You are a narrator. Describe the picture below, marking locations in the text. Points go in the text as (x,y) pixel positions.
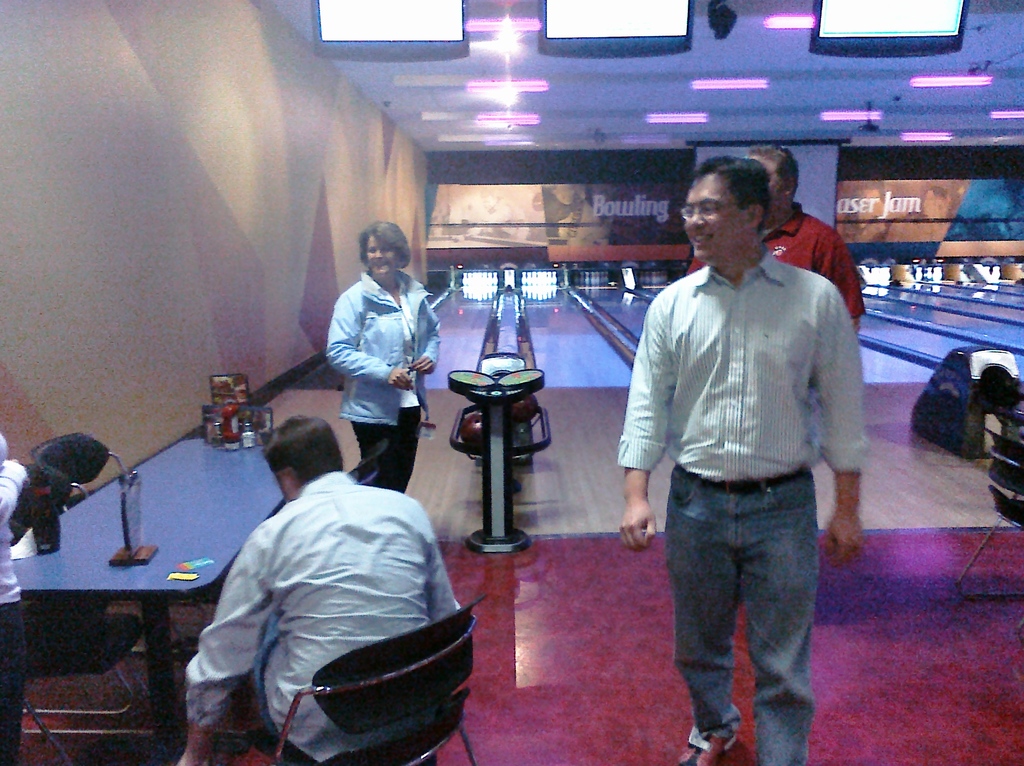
In this picture there are people (404,497) and we can see board (1011,201) and objects (224,440) on the table (183,440), chairs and floor (601,621). In the background of the image (489,238) we can see bowling game (603,334) and white banner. At the top of the image (876,25) we can see lights (802,27) and screens (842,19).
